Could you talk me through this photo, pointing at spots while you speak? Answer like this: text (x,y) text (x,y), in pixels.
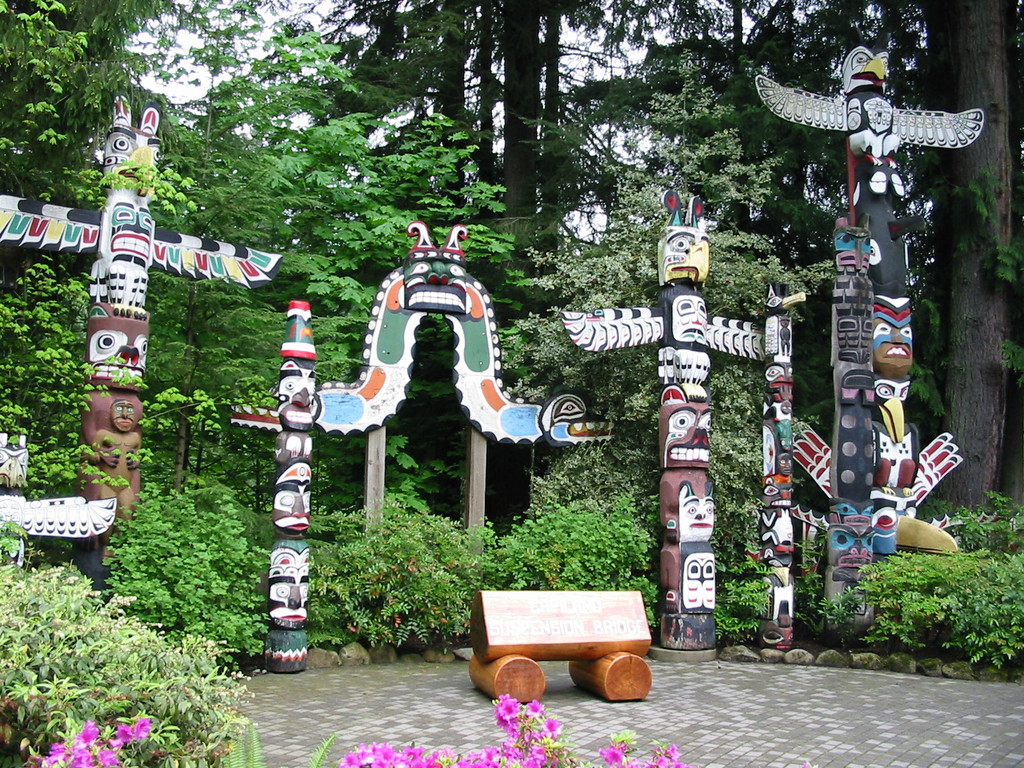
In this picture I can see trees (562,253) few wooden carvings (289,326) and painting (274,545) on the wood (842,448) and I see plants (398,585) and few flowers (410,753) and I can see couple of wooden barks (588,682) and some text (567,626) on it.
